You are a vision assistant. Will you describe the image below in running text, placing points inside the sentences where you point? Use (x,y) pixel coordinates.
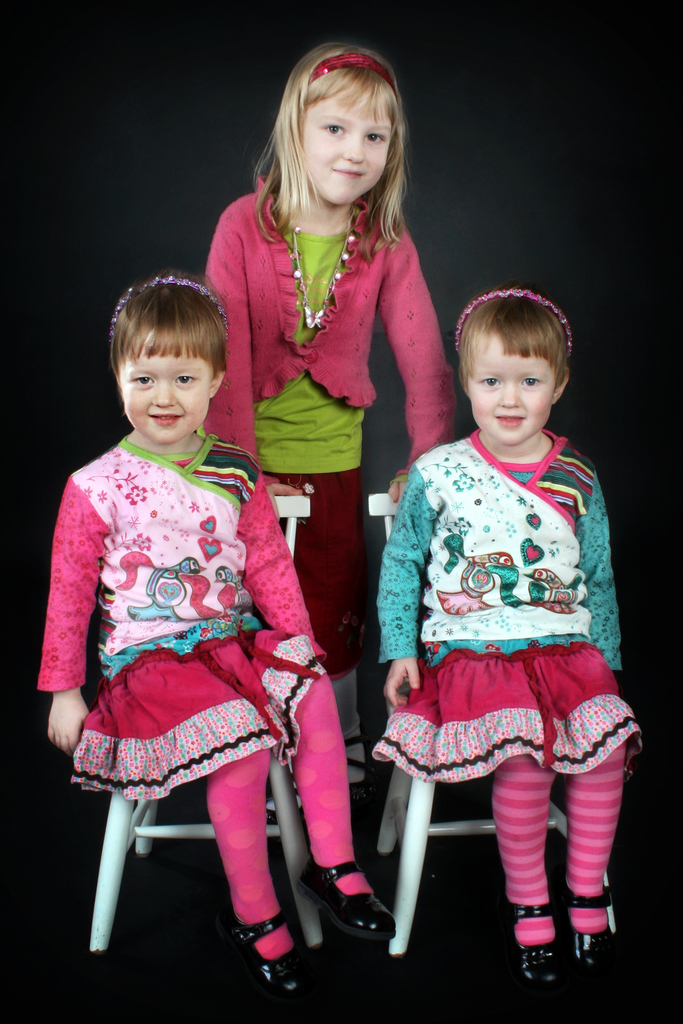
In the picture we can see three girls (368,327), two girls (493,301) are sitting on a chairs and one girl (278,364) is standing behind them and smiling, girls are wearing a pink dress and one girl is wearing a blue dress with pink tights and black shoe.
